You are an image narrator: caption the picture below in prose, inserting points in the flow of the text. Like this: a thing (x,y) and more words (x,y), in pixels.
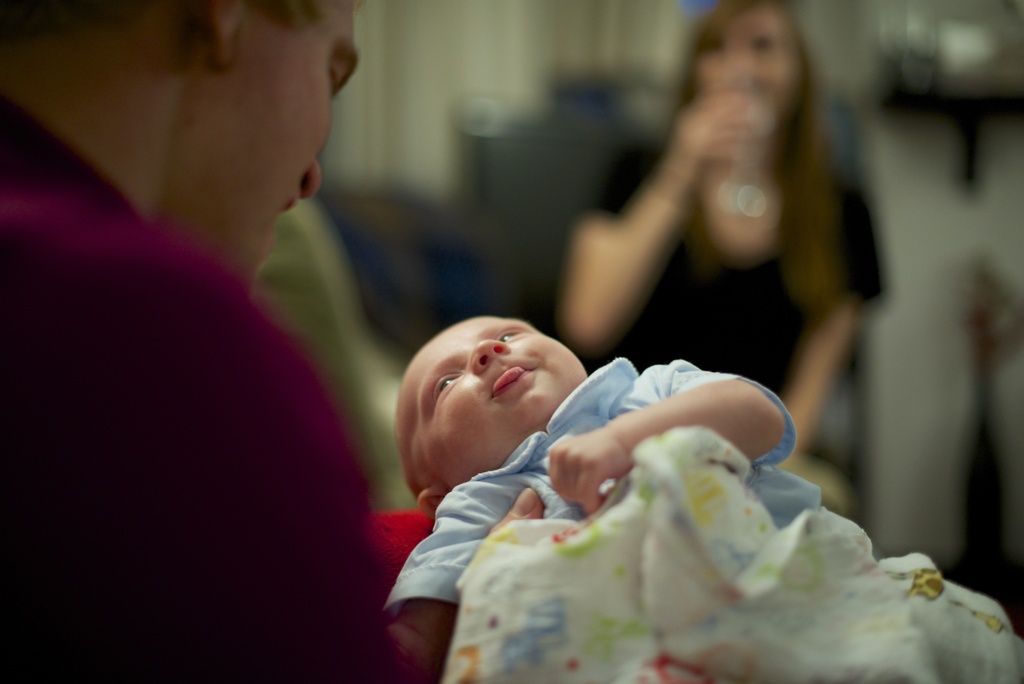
In this image there is a man (284,540) holding a baby (454,587) in his hands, in front of him there is women (785,133) and the background (928,383) is blurry.
